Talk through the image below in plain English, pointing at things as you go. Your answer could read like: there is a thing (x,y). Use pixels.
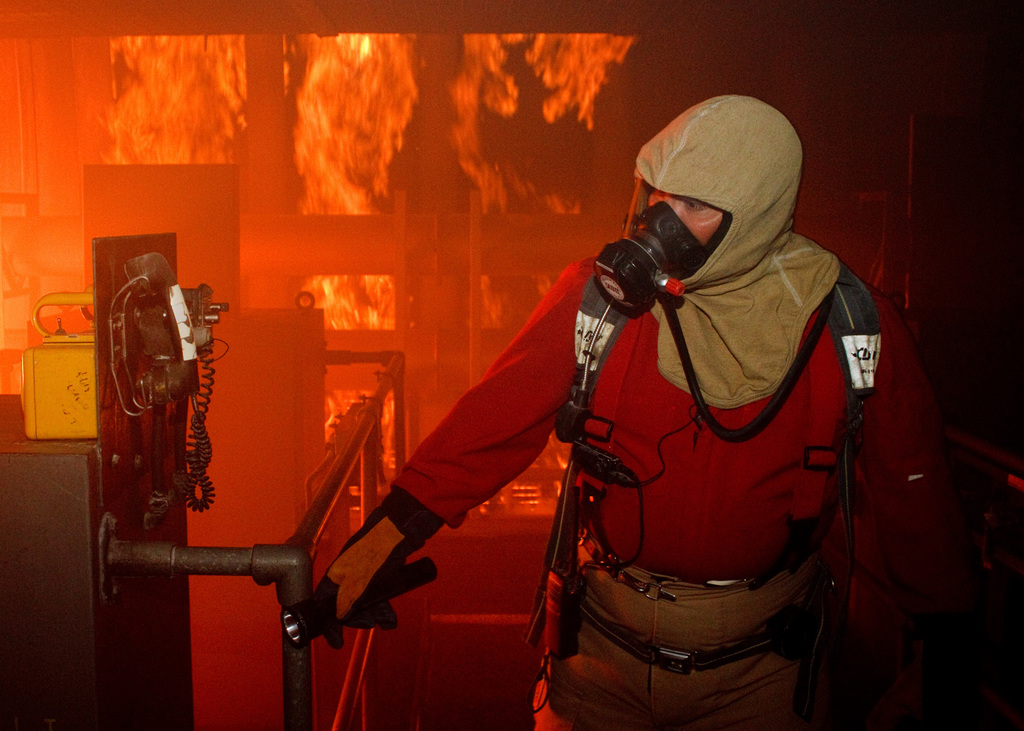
In this image we can see a man (681,246) standing and holding a torch (420,562). He is wearing a mask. In the background (351,323) we can see fire (479,188).
